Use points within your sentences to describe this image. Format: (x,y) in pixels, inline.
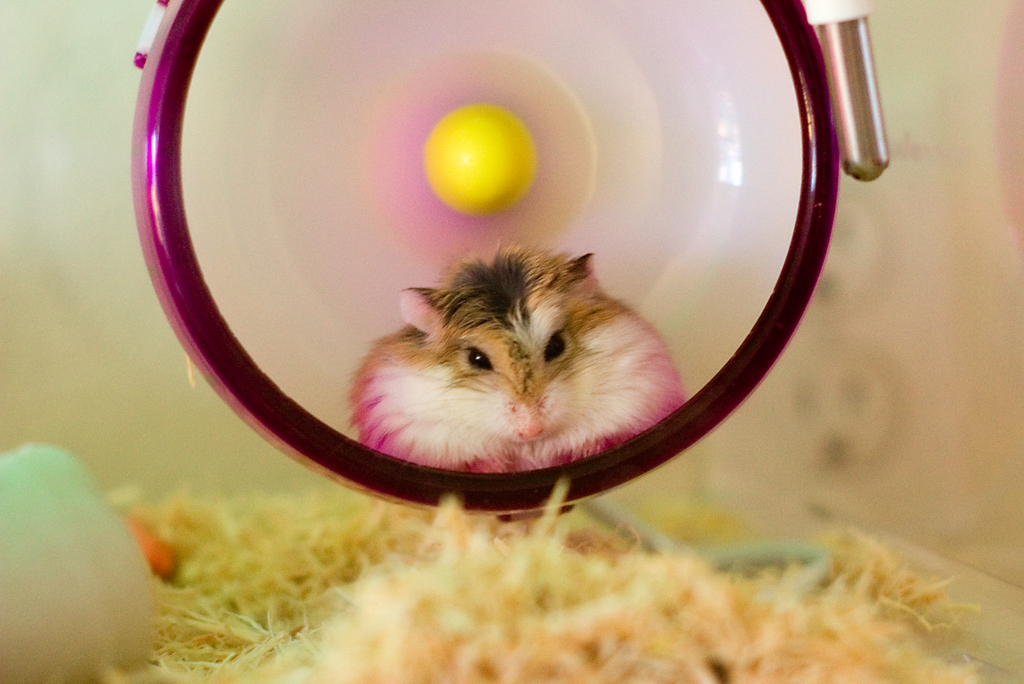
In this picture I can see an animal (396,355). There are some objects (36,611), and there is blur background (146,439).
